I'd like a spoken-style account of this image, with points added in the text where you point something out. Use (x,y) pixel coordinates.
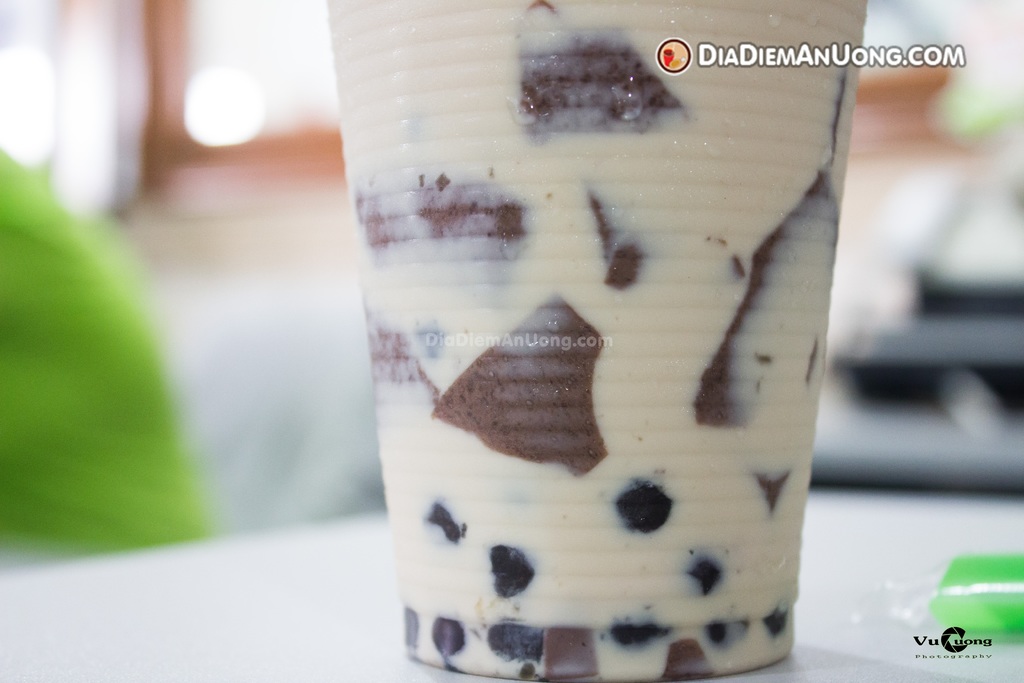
In this picture we can observe a glass (430,480) placed on the white color table (362,596). We can observe white and black color words (946,634) on the image. The background (968,45) is completely blurred.
